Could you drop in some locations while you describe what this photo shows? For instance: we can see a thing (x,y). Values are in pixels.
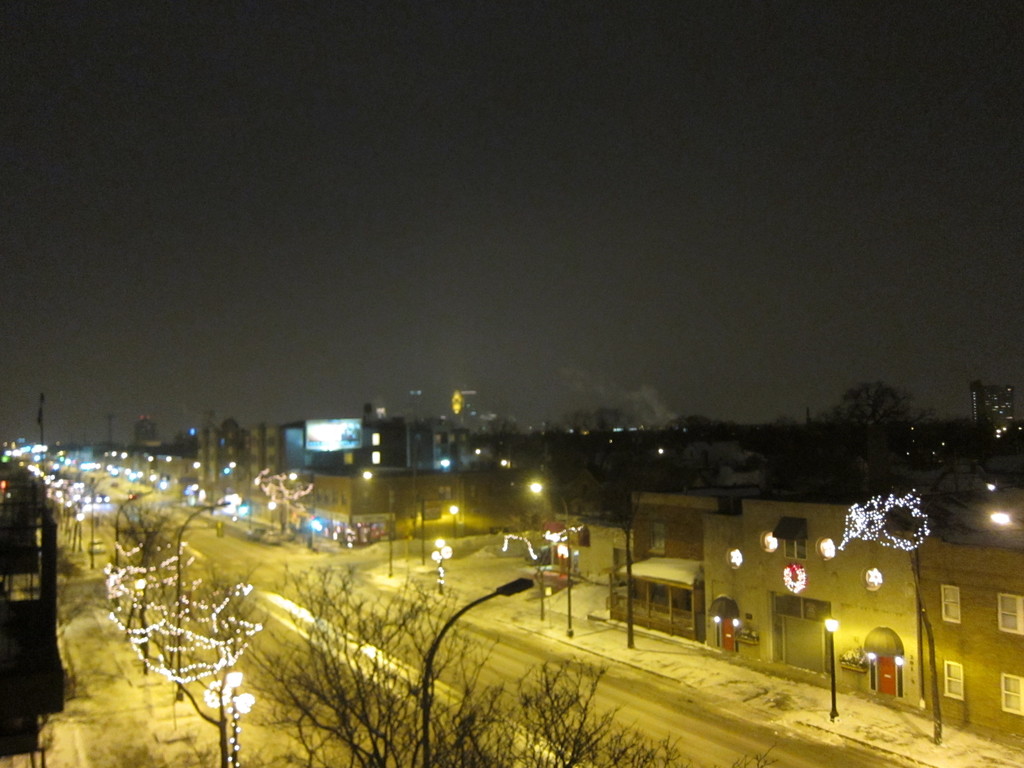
In this picture I can see few trees (582,680) and few buildings (961,625) and I can see few pole lights (229,503) and I can see lights (115,595) to the trees (142,590) and I can see sky (544,138).
